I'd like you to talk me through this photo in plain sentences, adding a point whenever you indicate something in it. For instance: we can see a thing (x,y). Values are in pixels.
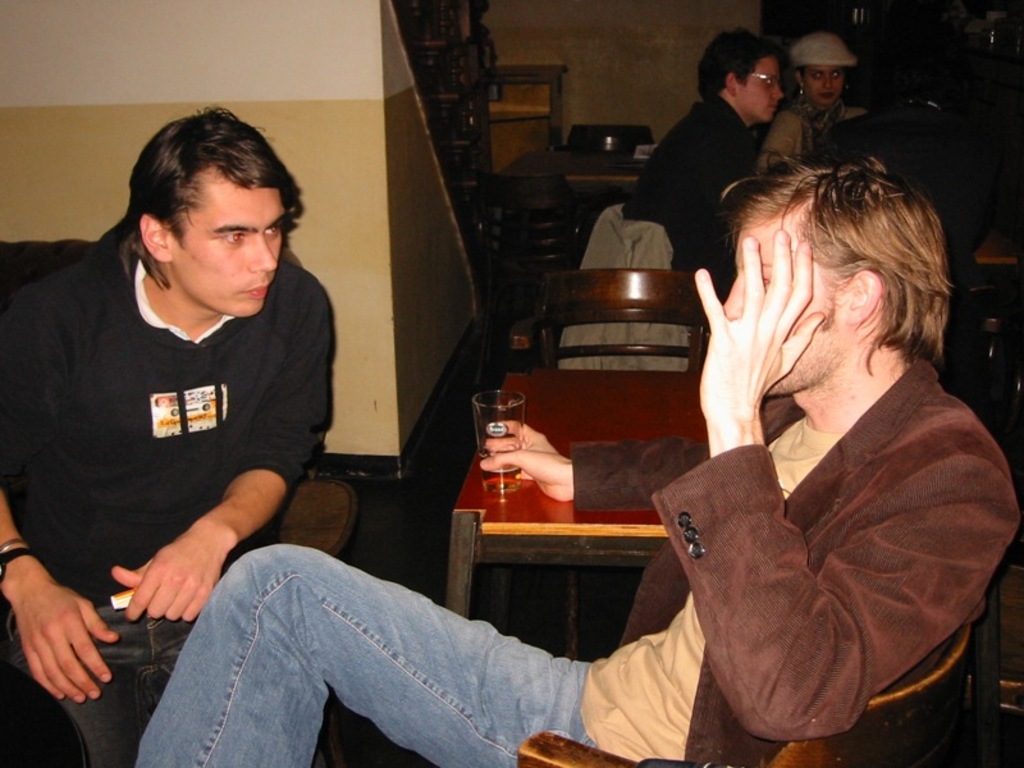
In this image I see 3 men (122,341) and a woman (820,85) over here and I see that all of them are sitting and I see that this man (741,484) is holding a glass (512,475) in his hand (546,450) and I see the wall (143,52) in the background (667,8) and I see that it is dark over here.
